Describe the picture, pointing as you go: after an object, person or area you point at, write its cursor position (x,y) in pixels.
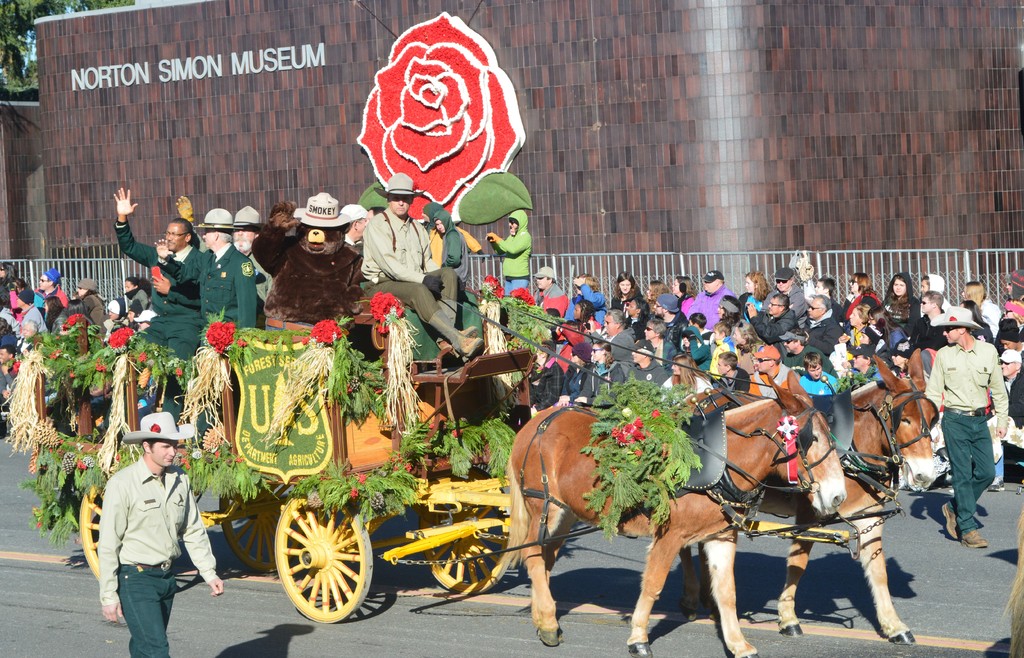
In this image there is a horse cart (447,497) on a road (629,554) and people (330,276) are standing, beside the horse cart (527,353) there are people (753,335) sitting on the footpath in the background (665,245) there is a railing (832,251) and a wall (61,34), on that wall (328,85) there is a logo (389,101) and text (176,72).
